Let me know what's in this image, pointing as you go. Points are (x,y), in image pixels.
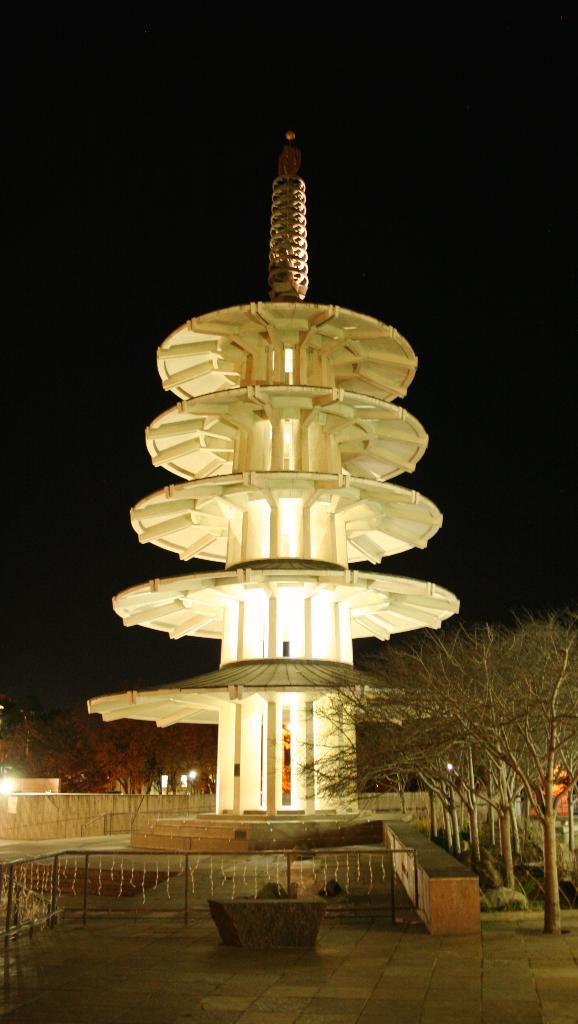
This is an image clicked in the dark. At the bottom (205,974), I can see the ground (116,974) and there is a railing (187,896). On the right side (527,809) there are few trees (553,896). In the middle of the image (254,485) there is a tower (275,416). The background (81,587) is in black color.
